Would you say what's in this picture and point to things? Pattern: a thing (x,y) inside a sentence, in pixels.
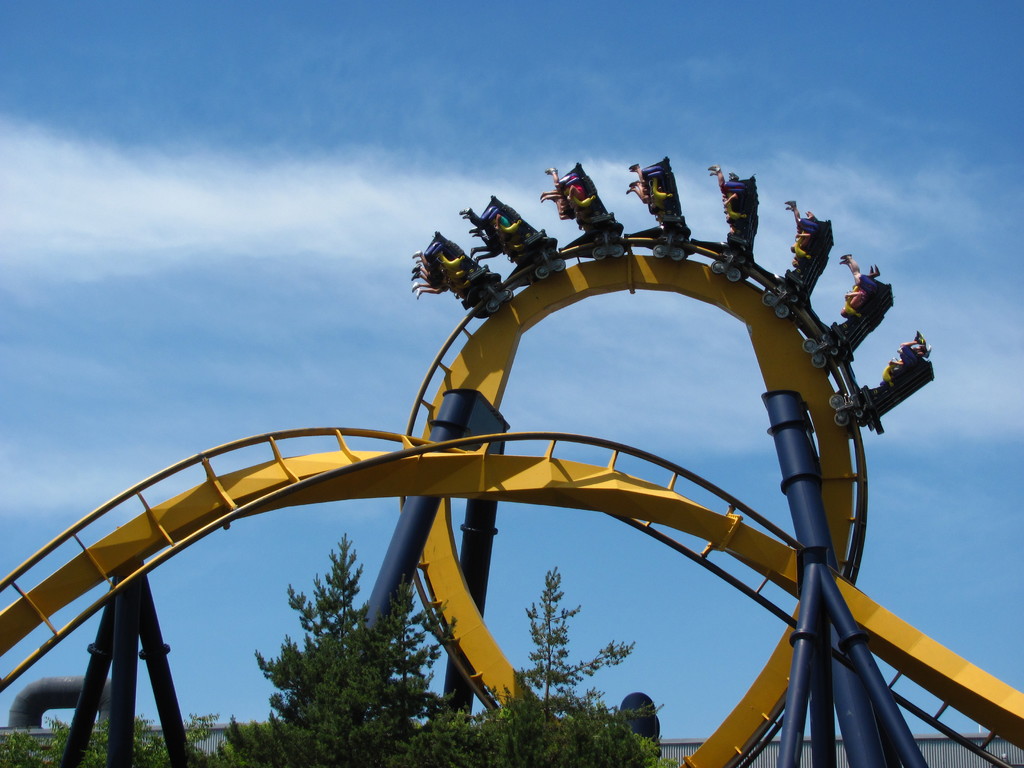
This picture contains inverted roller coaster (800,455). At the bottom of the picture (285,703), we see trees (470,723). Behind that, we see an iron railing (680,751). At the top of the picture (315,200), we see the sky (345,222), which is blue in color.
